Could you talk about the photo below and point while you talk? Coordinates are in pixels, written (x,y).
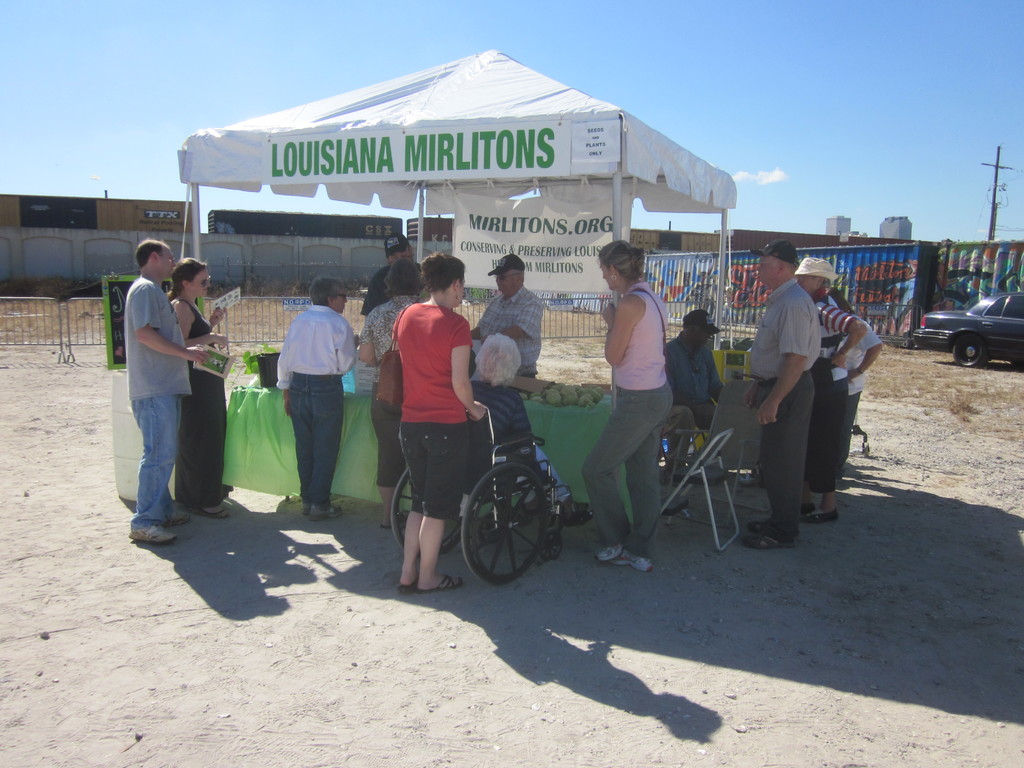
In this picture there are group of people (788,429) standing and there is a man (677,473) sitting on the chair (675,499) and there is a person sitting on the wheel chair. There is a tent (351,120) and there is text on the tent (291,122) and there is a banner (595,239) there is text (542,228) on the banner (573,264) and there are objects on the table (349,436). At the back (871,290) there is a railing (68,299) and there are containers (1008,264) and there is a pole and there is a vehicle (962,327). At the top (795,148) there is sky (725,156). At the bottom (459,730) there is ground (262,690).
